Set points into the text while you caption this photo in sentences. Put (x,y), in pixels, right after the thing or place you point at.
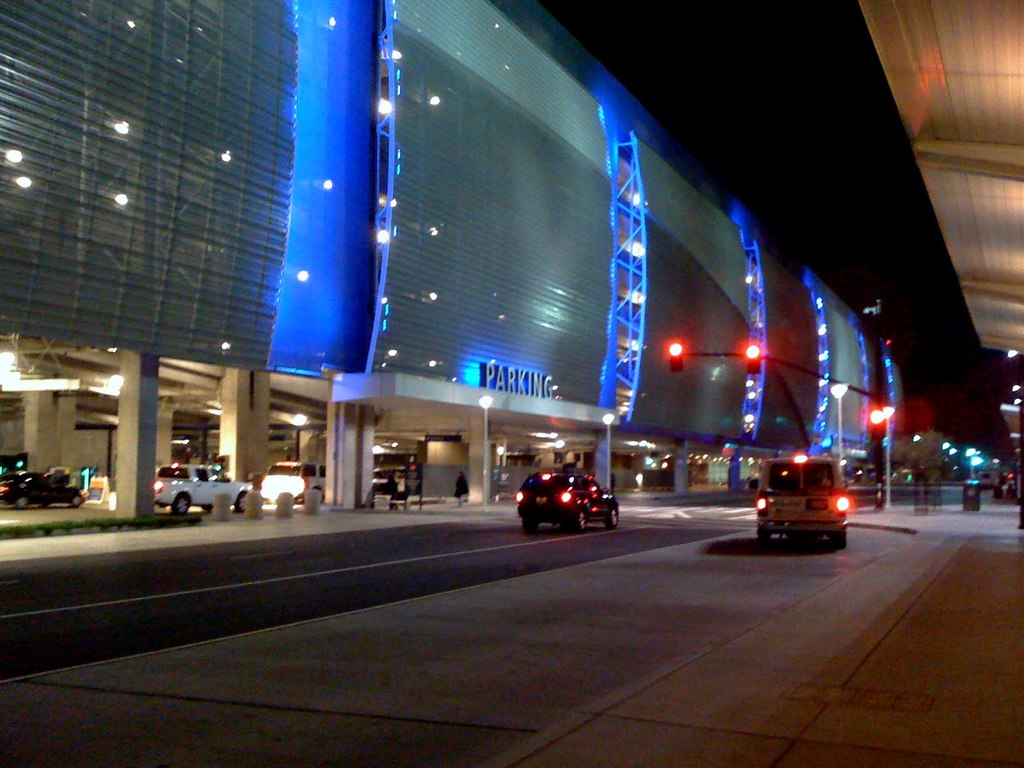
This is an image clicked in the dark. On the left side (170,596) there is a road (252,587) and there are two cars (763,514) on this road (481,578). In the Background (545,352) there is a building (432,338). Under the building (175,456) there are some pillars (131,493) and few cars (77,500) on the ground (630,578). On both sides of the road (731,497) there are some light poles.
